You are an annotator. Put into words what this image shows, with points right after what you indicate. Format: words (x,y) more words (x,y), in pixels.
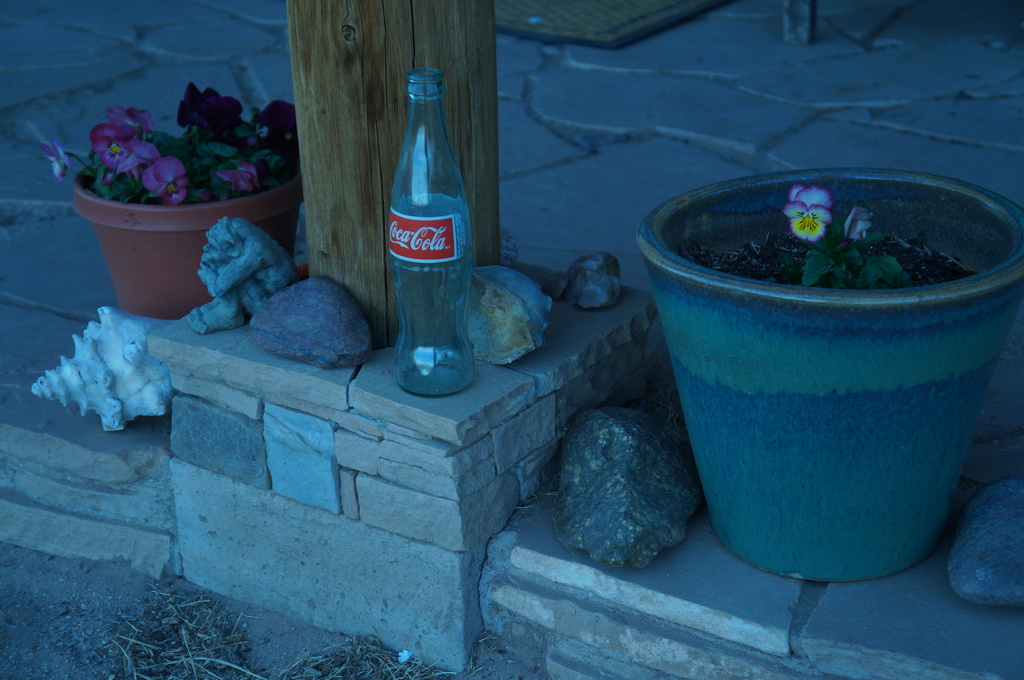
In this picture there is an empty glass bottle (407,289) placed on a stone ledge (472,384), beside that we also observe few small stones (315,313) and there is a white shell (128,361) beside it. There are two flower pots (707,335) on both the sides of an image. A wooden pole (463,62) behind the glass bottle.
